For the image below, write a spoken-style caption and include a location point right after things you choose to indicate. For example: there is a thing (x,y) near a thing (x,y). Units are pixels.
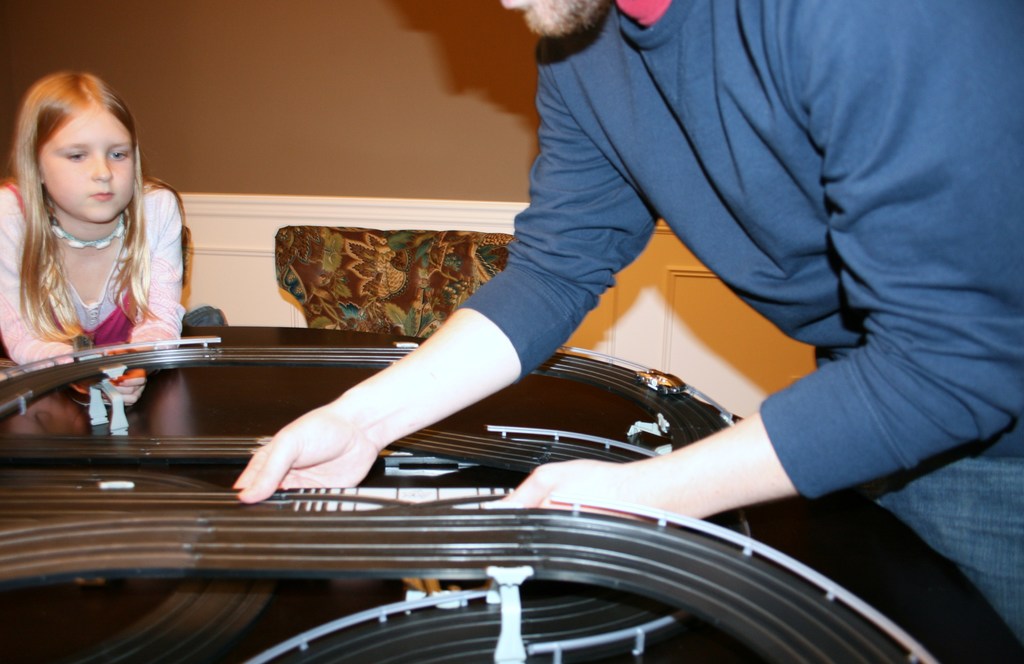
In the image there is a man (788,457) working with some equipment (110,557) and behind the equipment (93,353) there's a girl (159,198), in the background (264,75) there is a wall (313,132).
